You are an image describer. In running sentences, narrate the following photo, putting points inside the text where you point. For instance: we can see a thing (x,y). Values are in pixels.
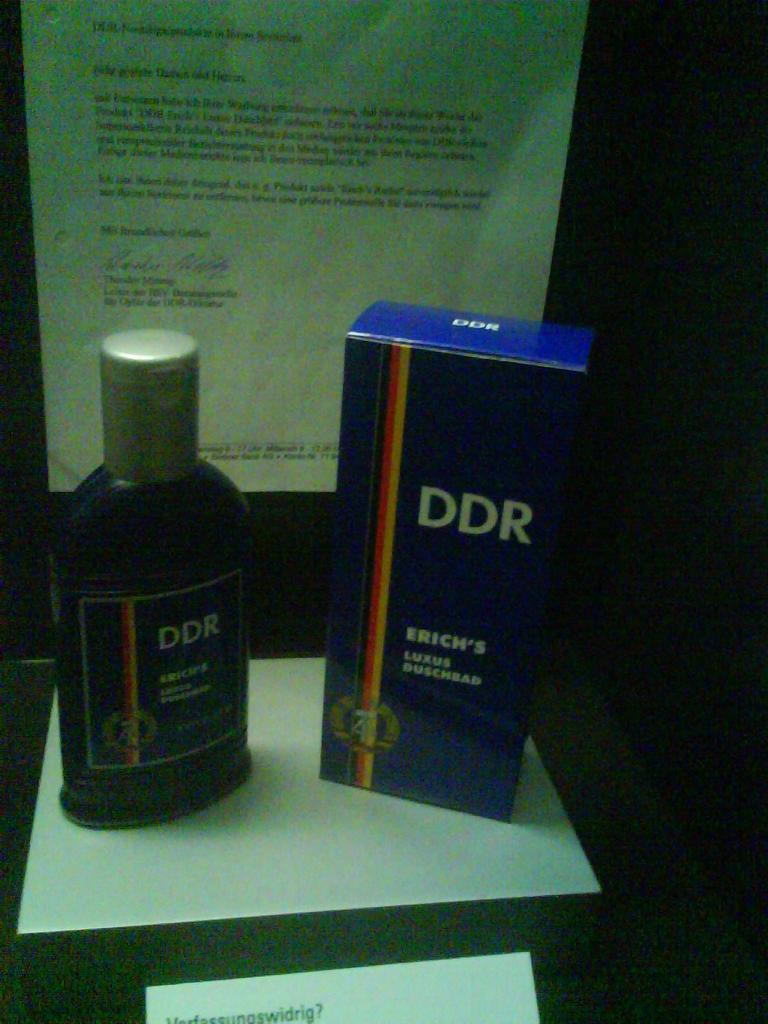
In this picture I can see a bottle (132,573), box (387,654) placed on the paper (332,822) and also I can see a paper (223,262) with some text (247,139).
